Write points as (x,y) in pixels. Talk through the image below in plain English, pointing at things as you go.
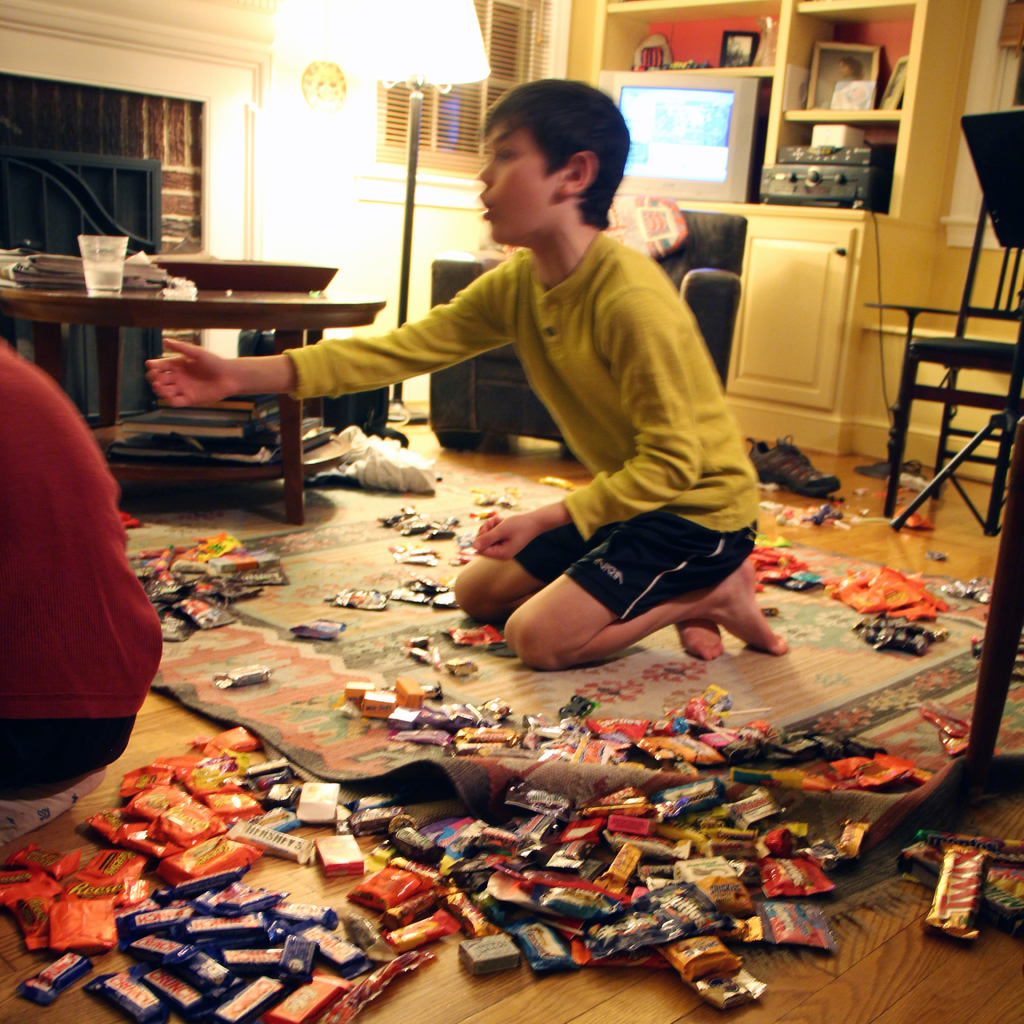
The picture is inside home (945,980), there are a lot of chocolates (806,857) and toffees (376,941) on the floor (829,1006), the kid (678,350) is collecting the toffees (152,813), behind him there is a cupboard (824,27) and a television (667,170) and some photo frames (824,63), to his right side there is a table (189,323) in the background (411,49) there is a lamp (443,73) and a window (463,121).
